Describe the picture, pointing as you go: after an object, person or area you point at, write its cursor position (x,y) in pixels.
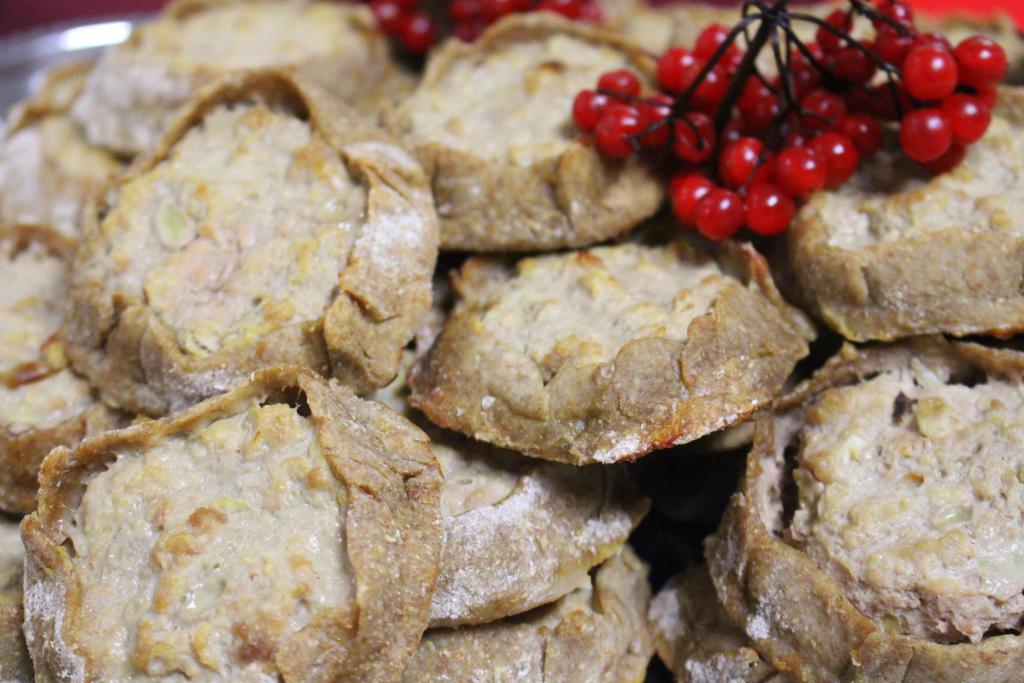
In this picture there are flour puffs (811,223) and berries (682,193) in the image.
